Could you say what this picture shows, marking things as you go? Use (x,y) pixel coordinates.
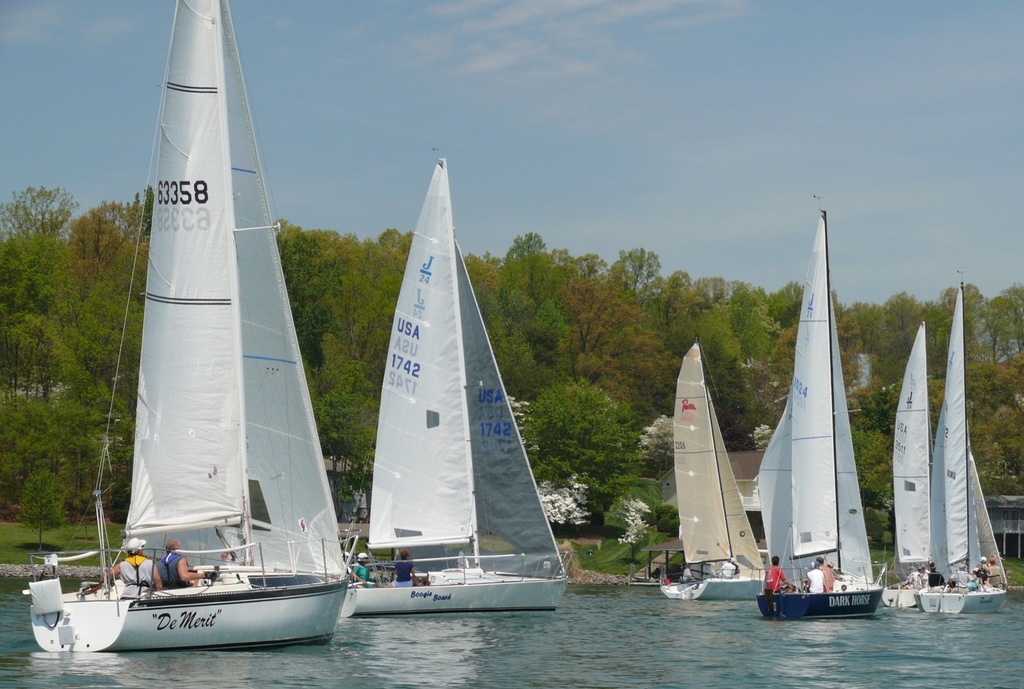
In this image there are some ships (516,480), and in the ships (497,567) there are some people (815,576) who are sitting and there are some objects (47,586). At the bottom (928,655) there is a river (554,627) and in the background (591,392) there are some trees (35,332) plants (760,429) and grass (77,532), at the top (866,127) there is sky (388,175).
